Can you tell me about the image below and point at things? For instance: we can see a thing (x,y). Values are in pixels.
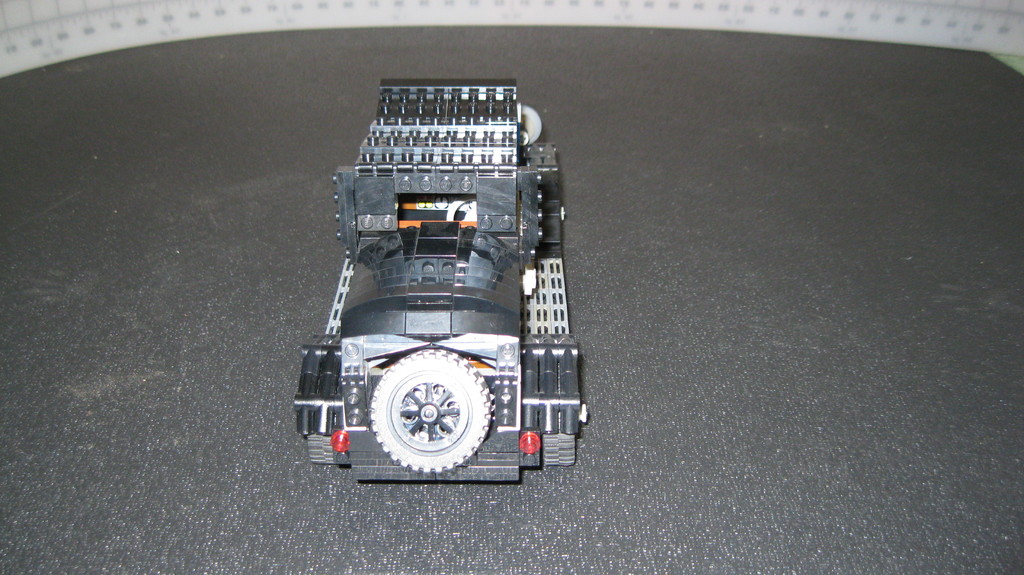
In this image, we can see a toy car (389,337) on the floor (439,511) and in the background (688,25), we can see a measuring tape (392,6).
